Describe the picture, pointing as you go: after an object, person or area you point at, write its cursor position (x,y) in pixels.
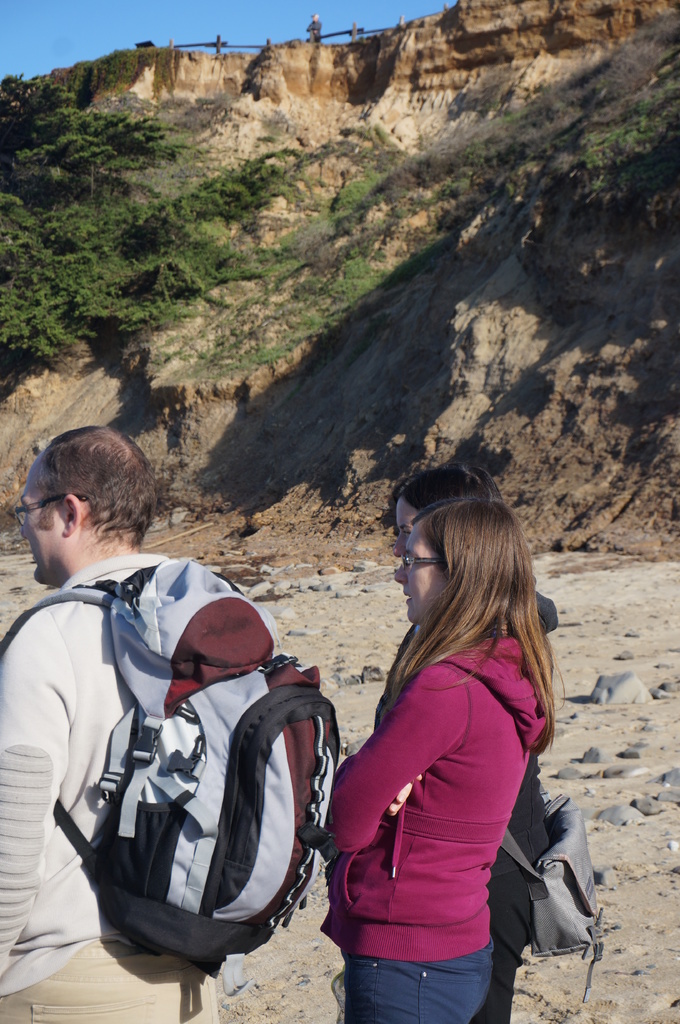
There are three members (87,680) in a picture. Two are holding a bags (214,757) on the shoulders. One is a man (87,729) and the two are women (433,654). In the background (321,323) there is a hill (391,172) with some trees (80,222) on it.
